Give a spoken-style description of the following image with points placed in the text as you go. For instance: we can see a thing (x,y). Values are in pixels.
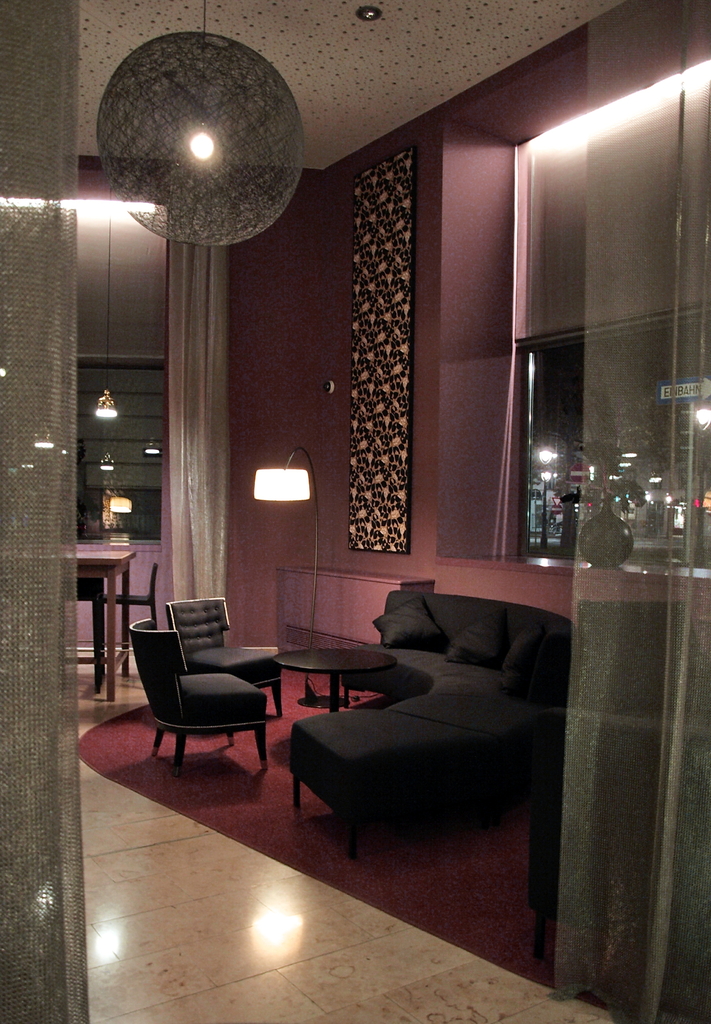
In the middle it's a black color sofa (400,722) at the top (239,310) its a light and dark red color walls (447,276) are there at here.
